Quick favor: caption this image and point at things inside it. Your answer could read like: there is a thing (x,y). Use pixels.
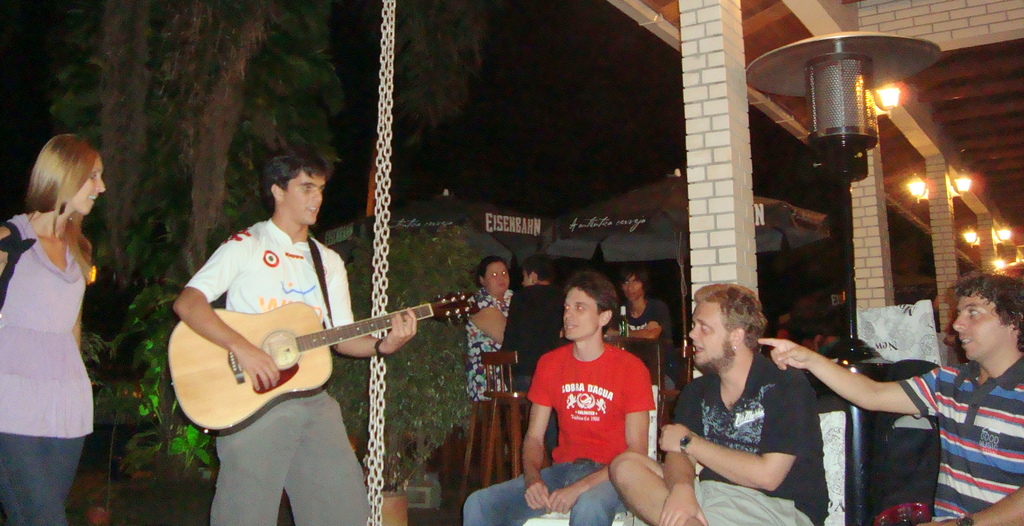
In the image there are two people (625,449) sitting in the center (594,340). On the left (322,300) there is a man (261,351) playing guitar (276,340), there is a lady (69,314) next to him. In the background (513,345) there are people (530,348) sitting around the tables (626,338). We can see tents (649,226), lights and trees (254,111).
